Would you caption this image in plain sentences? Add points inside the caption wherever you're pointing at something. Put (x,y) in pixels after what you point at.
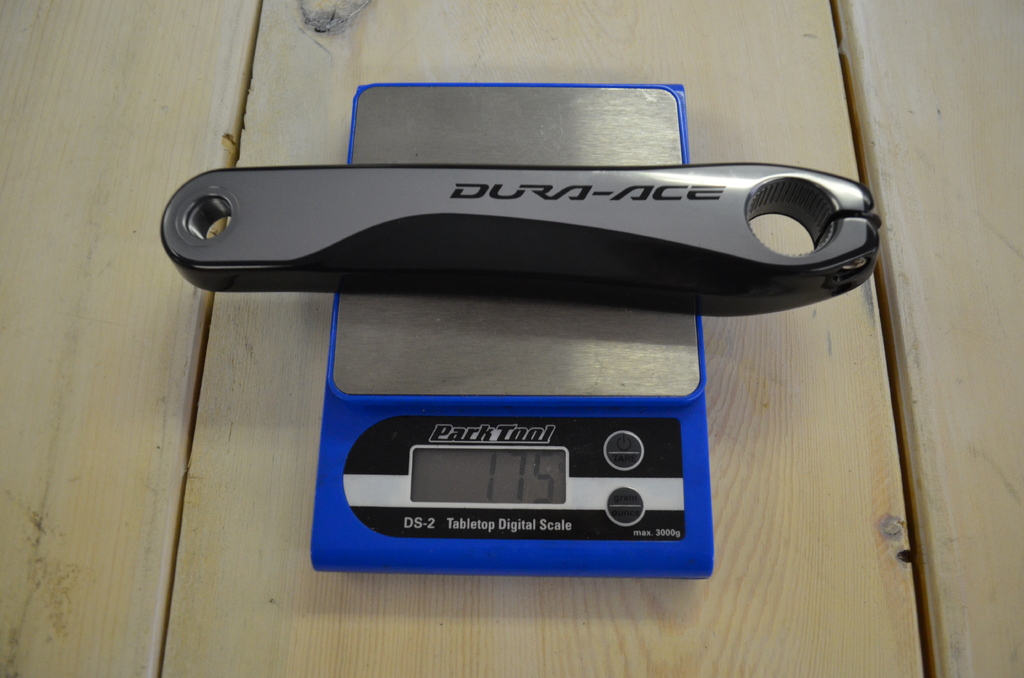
In this image we can see a weight machine (425,321) on the wooden object (28,396), which looks like a table (667,33), on the weight machine (411,316), we can see an object (573,210).
